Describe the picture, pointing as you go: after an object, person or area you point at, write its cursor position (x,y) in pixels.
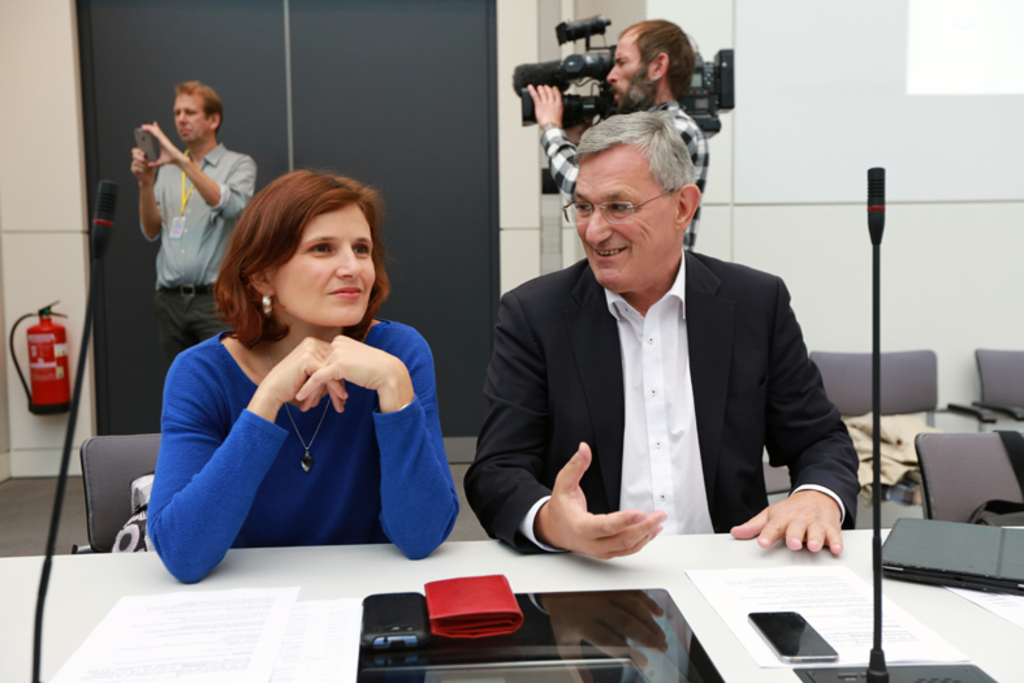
These two persons (374,399) sitting on the chairs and smiling, these two persons (641,31) are standing and this person (671,46) holding camera (536,67). We can see microphones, papers (703,582), laptop (647,601), mobiles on the table (745,568). On the background (884,8) we can see wall (848,180), chairs (999,460).
